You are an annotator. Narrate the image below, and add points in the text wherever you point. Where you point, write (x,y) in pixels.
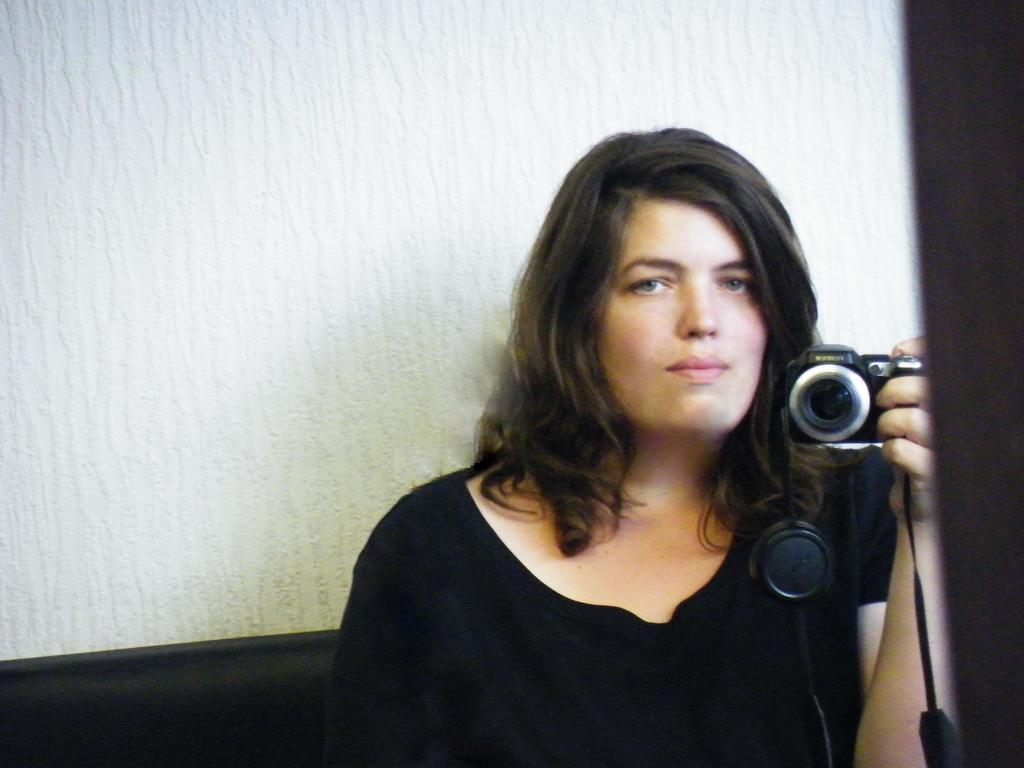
On the right (765,304) a woman (649,453) is holding a camera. She wear a black color dress (742,688) behind her there is a wall (247,269).
